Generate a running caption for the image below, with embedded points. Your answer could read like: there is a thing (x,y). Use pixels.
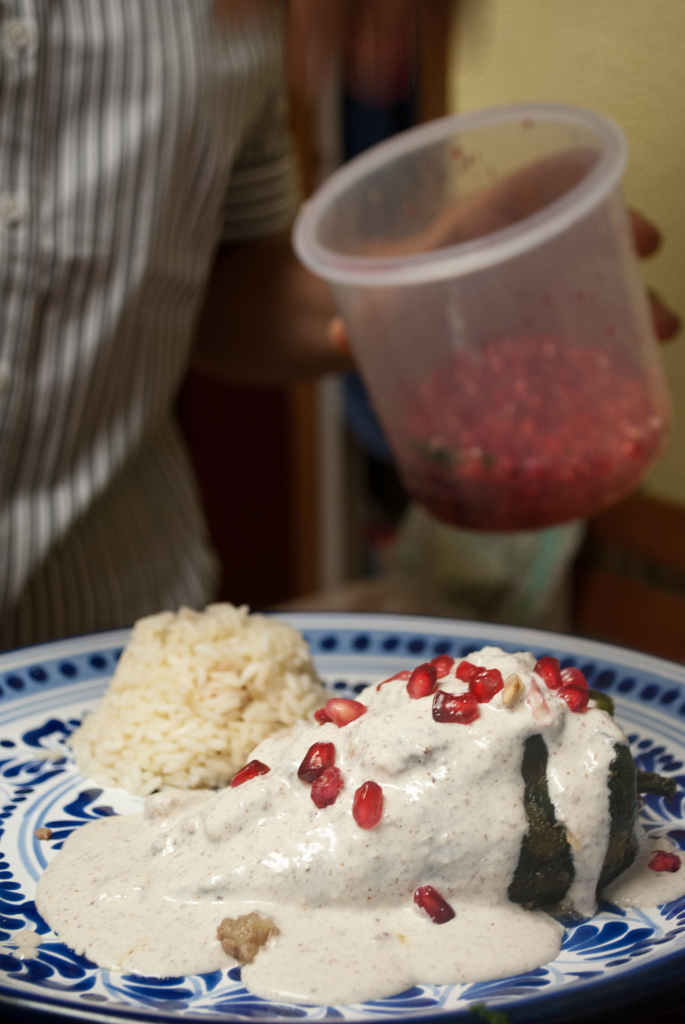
At the bottom of the image (283,732) we can see food (326,723) in plate (88,695). In the background (267,239) we can see person (69,93) holding bowl (497,440) and wall (504,94).
